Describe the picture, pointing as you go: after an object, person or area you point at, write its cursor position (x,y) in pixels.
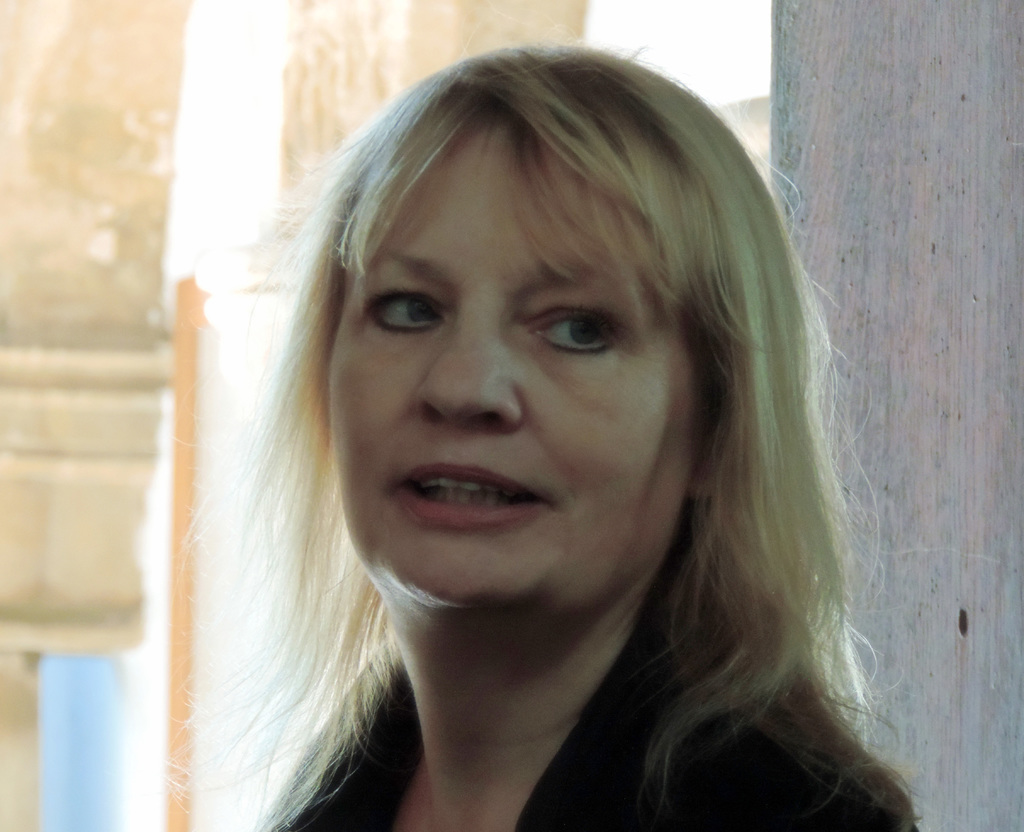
There is a lady (369,691) wearing black dress (718,745). In the background (187,121) it is blurred.
